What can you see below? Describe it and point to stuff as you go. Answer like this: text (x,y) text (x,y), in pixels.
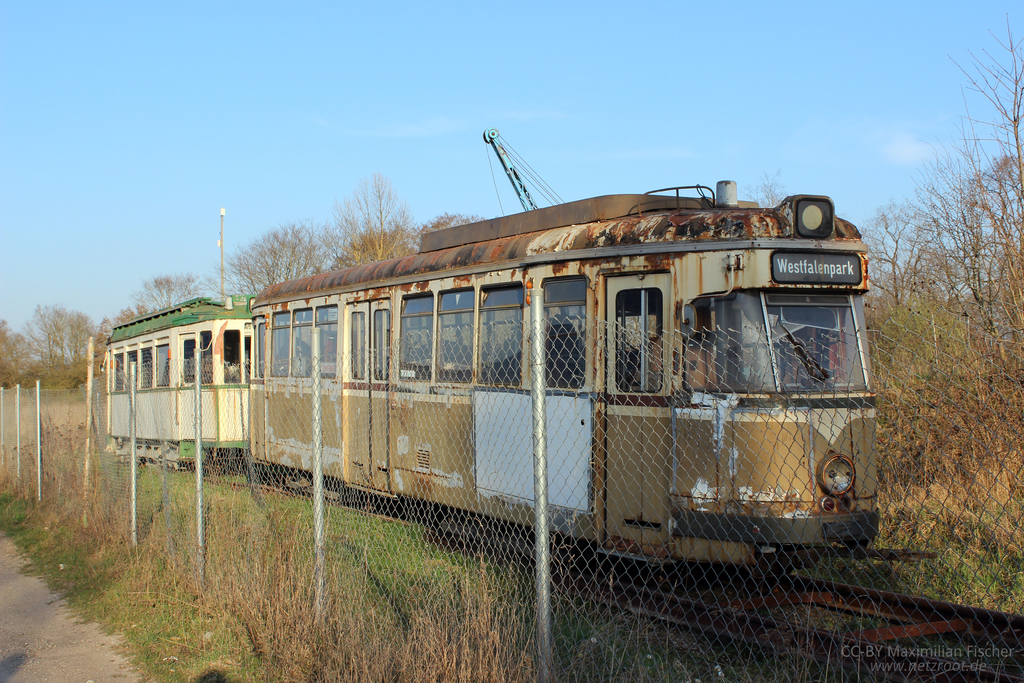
This picture is clicked outside. On the left (282,439) we can see the metal rods (39,476), mesh (251,466) and the grass (208,635). On the right (792,222) there is a train (308,396) seems to be parked on the railway track (762,609). In the background (846,41) there is a sky (396,139) and trees (360,239) and a pole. At the bottom right corner (954,664) there is a text (862,652) on the image.
